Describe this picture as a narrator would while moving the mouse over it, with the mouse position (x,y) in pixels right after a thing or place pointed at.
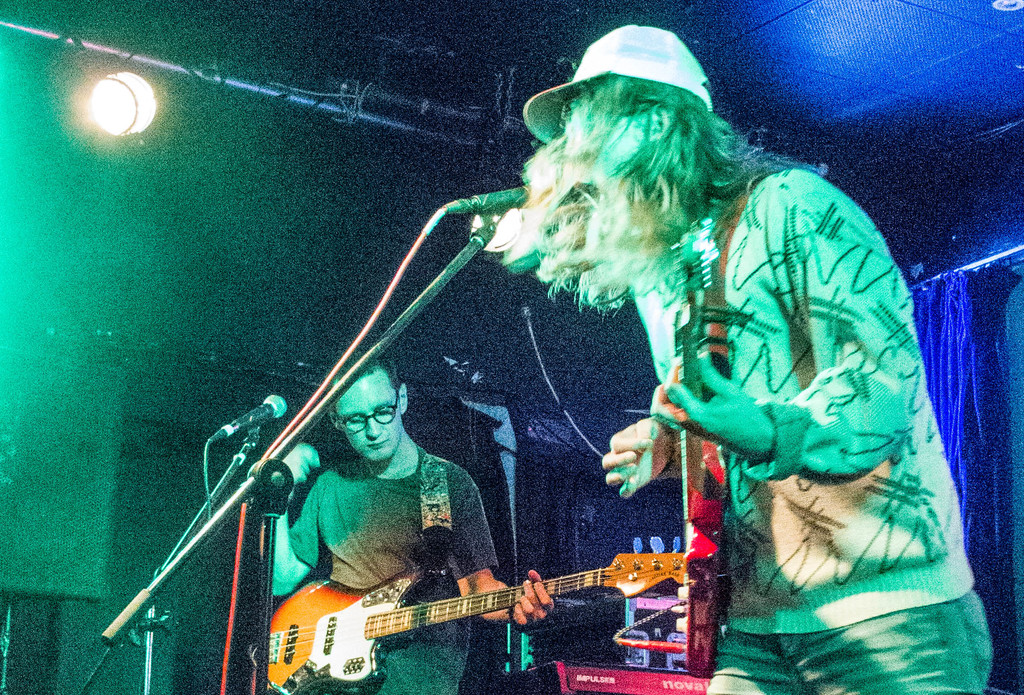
In the picture I can see two men (734,406) are standing and playing musical instruments (624,562). I can also see a stage light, microphones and some other objects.
